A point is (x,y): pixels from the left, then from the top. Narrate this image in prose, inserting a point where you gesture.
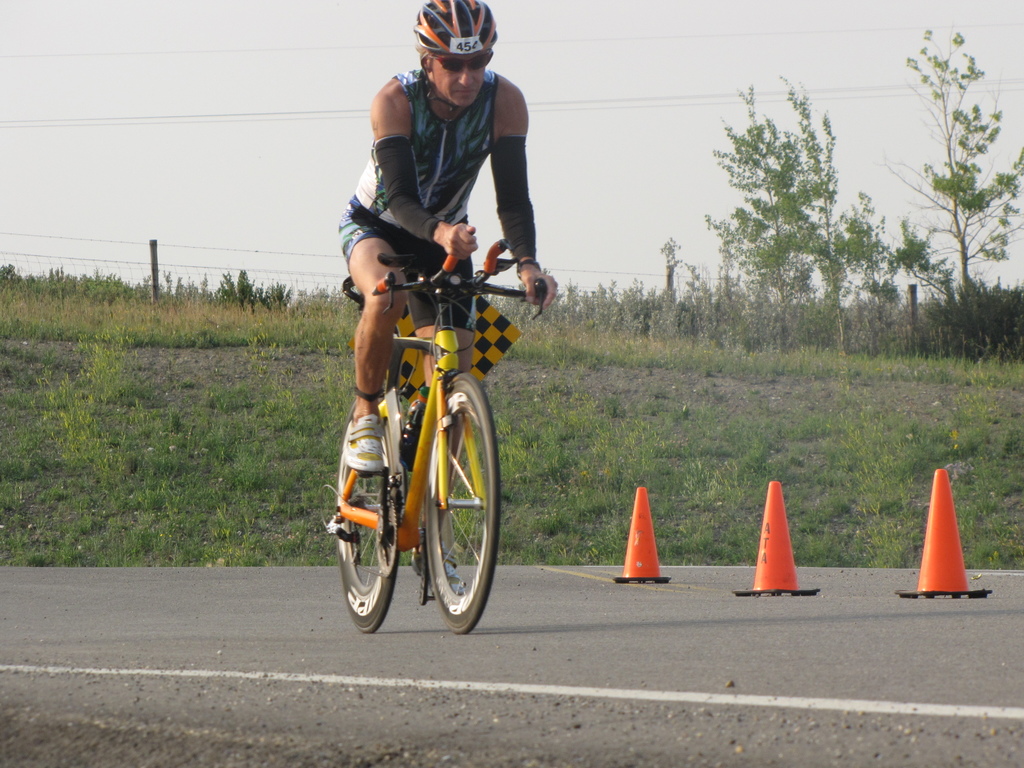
In this picture we can see a man (462,217) is riding bicycle (438,433) on the road (884,579), and he wore a helmet (447,25), beside to him we can find few road divide objects (930,557), in the background (815,160) we can see trees (871,251).
